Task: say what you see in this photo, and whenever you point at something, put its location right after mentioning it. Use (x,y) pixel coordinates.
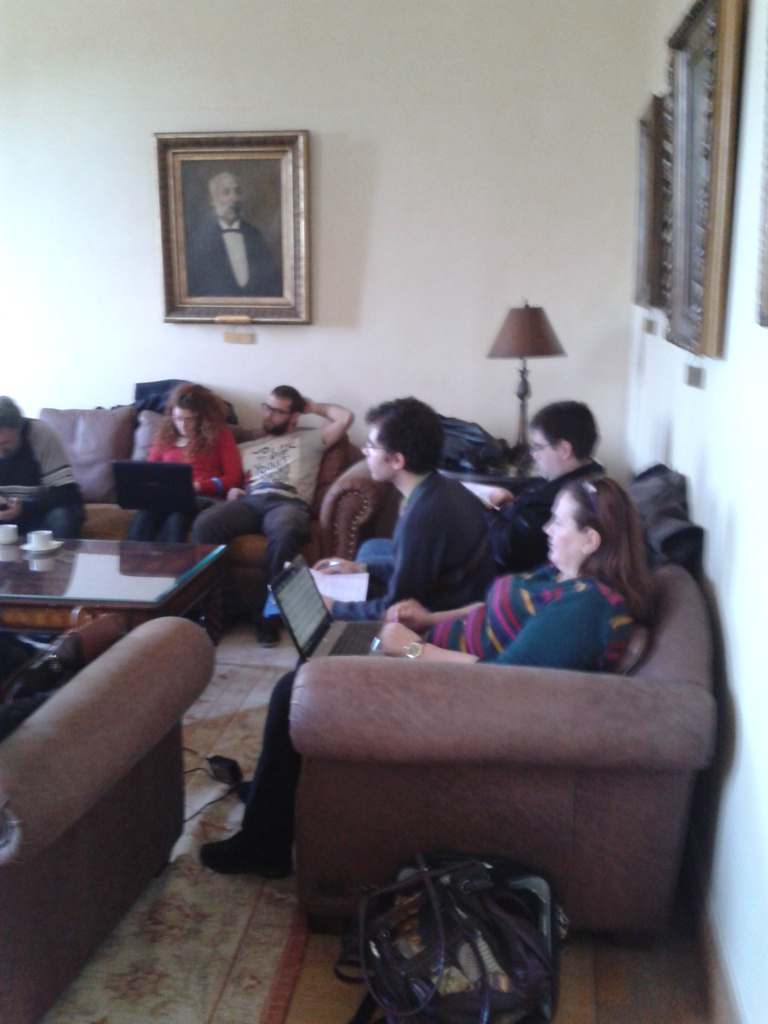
In this image we can see a few people (374,594) who are sitting on a sofa (644,757) and they are working on a laptop (305,593). This is a wooden glass table (103,583) where two cups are placed on it. This is a photo frame (262,292) which is fixed to a wall (319,260) and this is a table lamp (519,403) which is placed on this table (508,475).
